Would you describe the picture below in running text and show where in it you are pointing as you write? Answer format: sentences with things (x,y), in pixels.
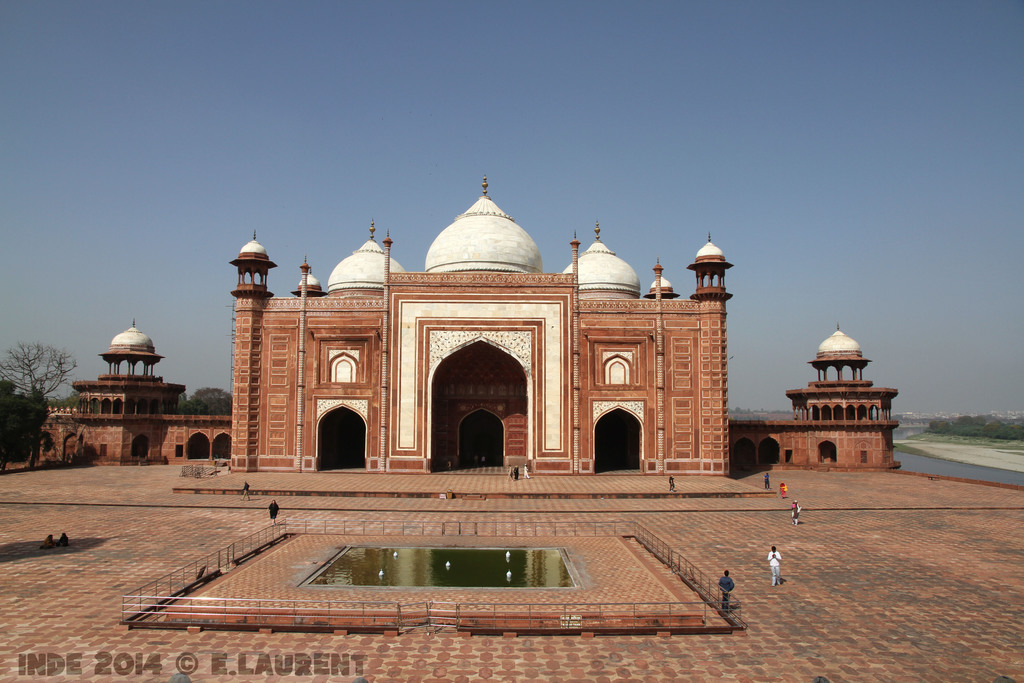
This is a building (548,369), these are trees (187,396), this is water (414,576) and a sky (592,124).
